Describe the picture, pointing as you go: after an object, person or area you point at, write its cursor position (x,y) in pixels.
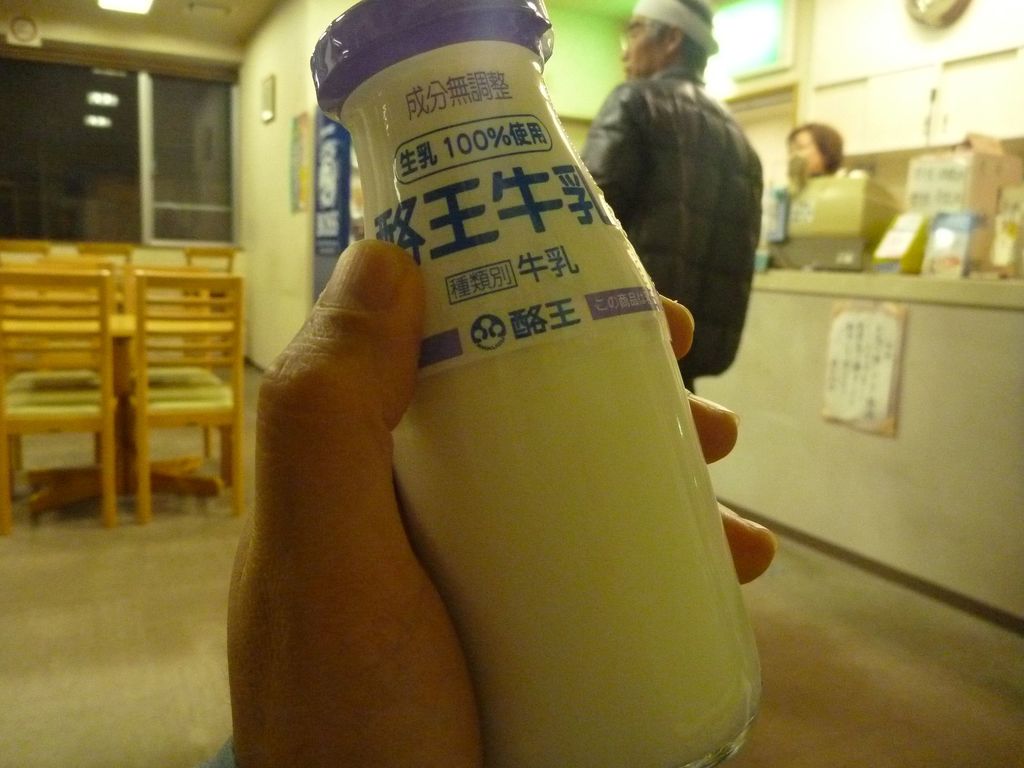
In this image I can see a person's hand (389,285) which is holding a bottle (558,269) and a person (673,138) and there is a table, on the table (906,381) there are some objects (802,219) and in front of the table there is another person (810,168) and on the left side (12,307) there is window (13,168), table (120,320), chair (88,327) and wall (245,154) in the middle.
